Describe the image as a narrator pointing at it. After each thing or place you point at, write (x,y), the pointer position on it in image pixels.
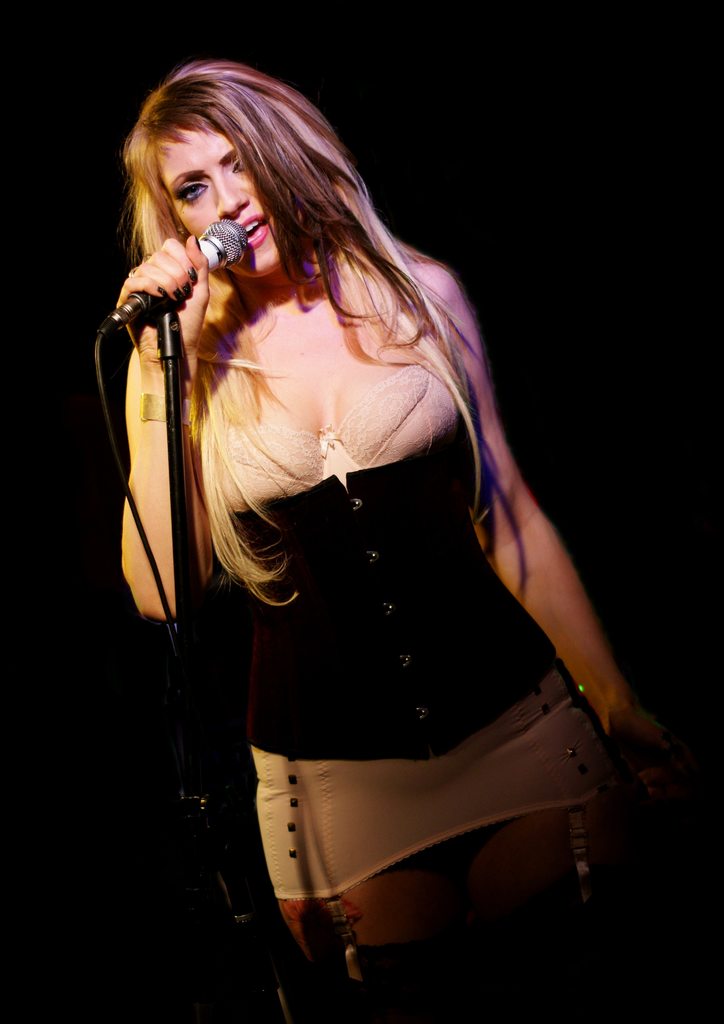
In this image I can see a woman (465,598) is standing. I can also see she is holding a mic (108,322) in her hand (192,251).
